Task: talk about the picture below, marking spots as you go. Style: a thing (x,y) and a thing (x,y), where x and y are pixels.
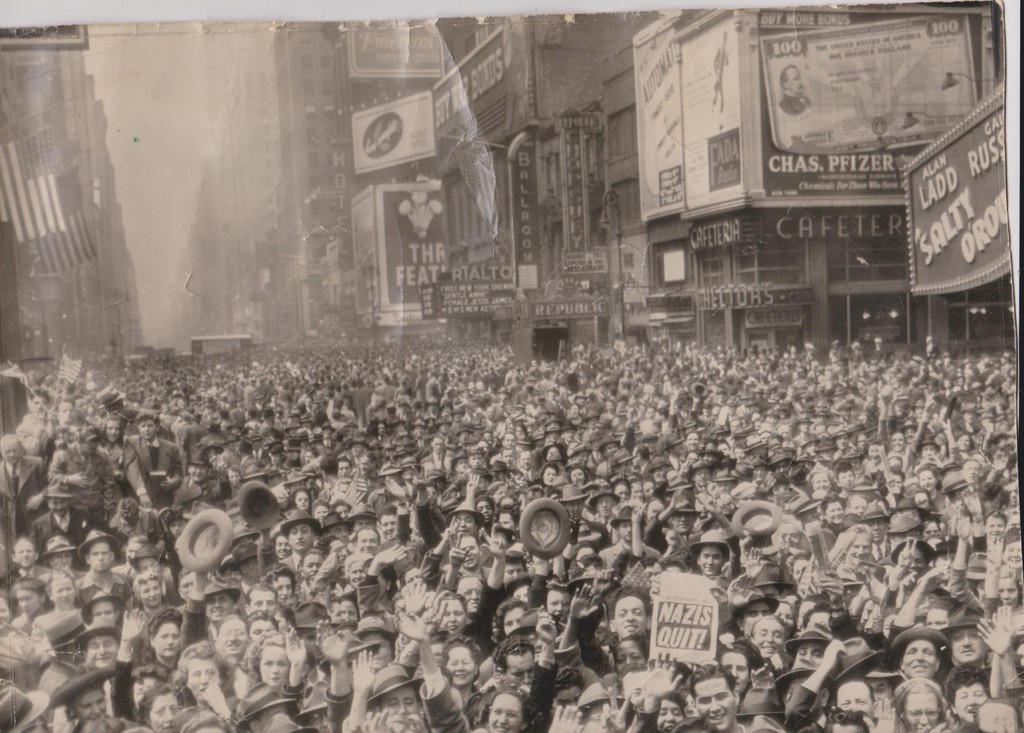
There is group of persons (693,397) standing on the road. Some of them are holding hoardings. In the background (781,339), there are hoardings (868,142) attached to the buildings (29,110).
